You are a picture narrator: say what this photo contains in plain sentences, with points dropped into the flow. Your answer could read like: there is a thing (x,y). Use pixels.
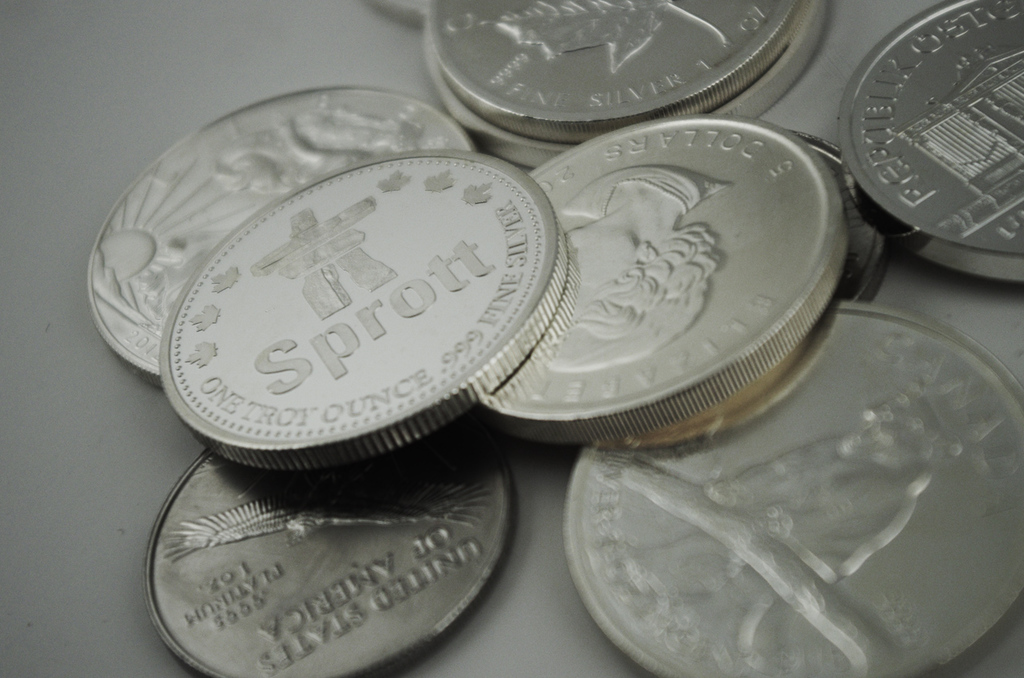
In this image there is a table (30,461) on that table (586,619) there are coins (468,324).
